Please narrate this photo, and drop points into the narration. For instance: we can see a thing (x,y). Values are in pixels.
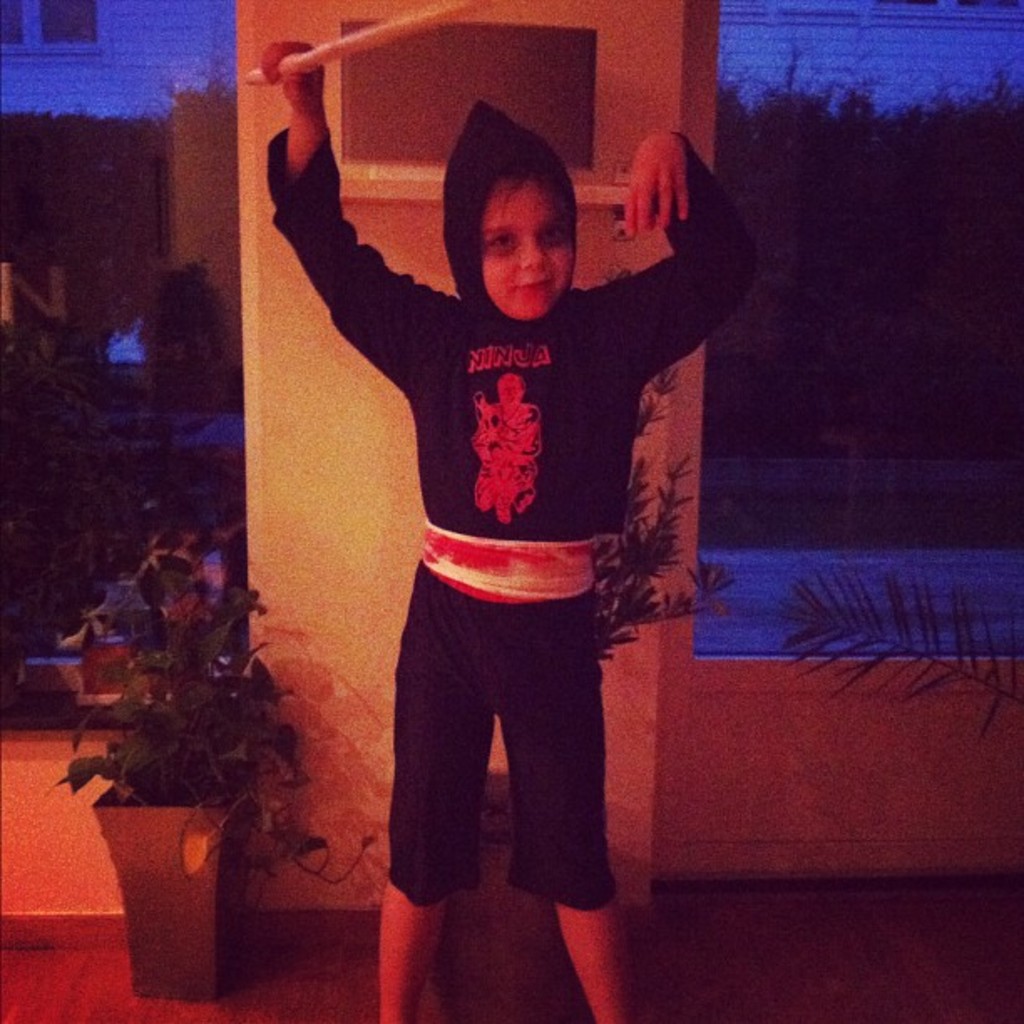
In this image we can see a child (592,548) standing on the floor (363,965). In the background (225,149) we can see buildings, trees (848,225) and house plants (165,841).
